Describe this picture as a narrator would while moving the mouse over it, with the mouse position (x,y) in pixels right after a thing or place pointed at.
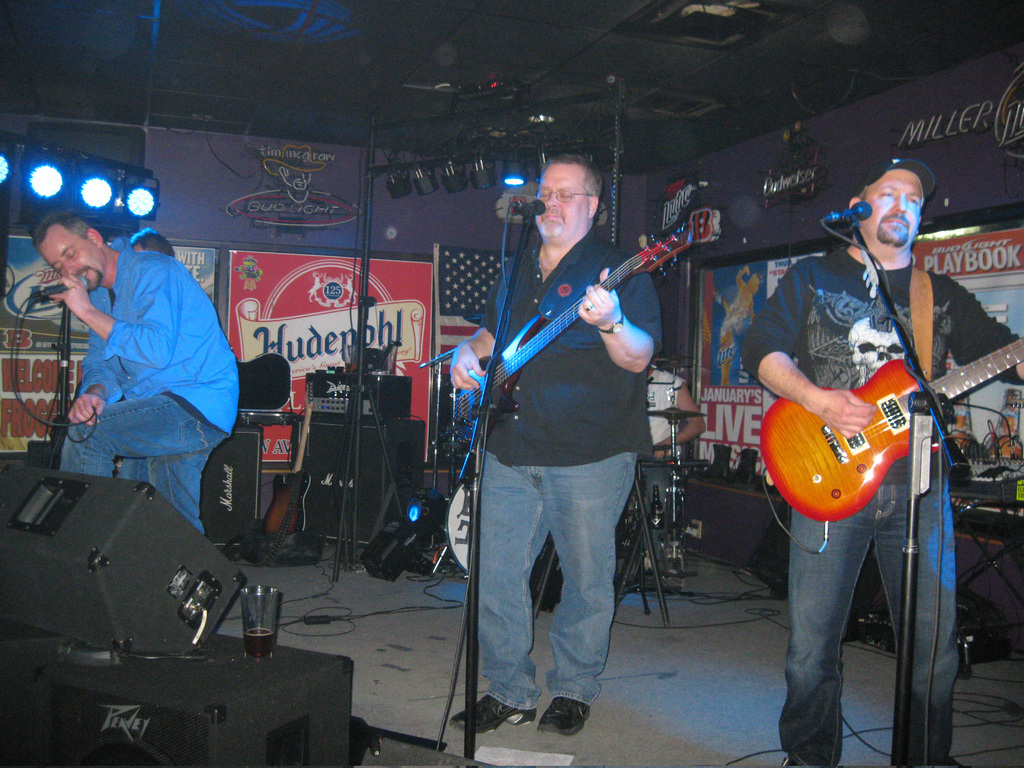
This 3 persons (577,335) are standing. This 2 persons (577,522) holding a guitar (551,341). At the top (92,185) there are lights (110,180). Banners (356,304) are attached to a wall (481,227). Mic (866,215) with mic holder (903,750). This are sound boxes (213,722), on sound boxes (295,706) there is a glass (244,596).
